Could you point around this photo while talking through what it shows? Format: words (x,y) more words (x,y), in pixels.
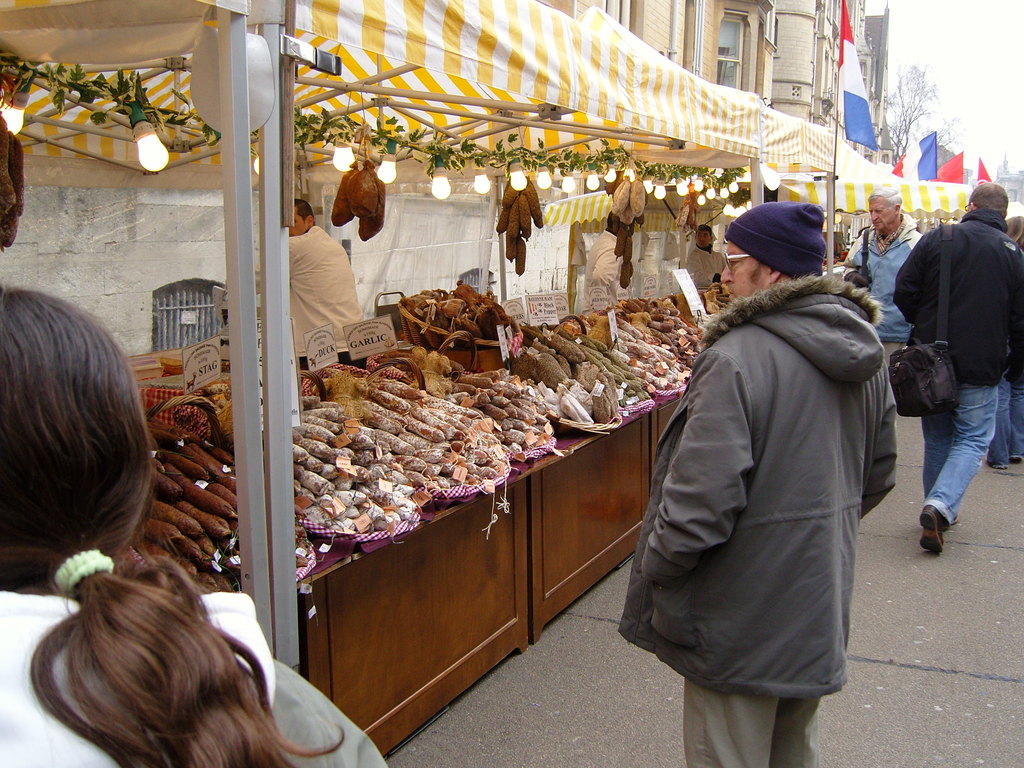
This picture is clicked outside. On the right (877,314) we can see the group of persons (842,351). On the left (324,281) there is a person (323,255) standing under the tent (327,103) and we can see the bulbs (390,180) are hanging on the metal rods (483,118) and there are some items (438,423) placed on the top of the wooden objects (517,510). In the background (967,62) there is a sky (928,39), buildings (812,106) and flags (947,176).
